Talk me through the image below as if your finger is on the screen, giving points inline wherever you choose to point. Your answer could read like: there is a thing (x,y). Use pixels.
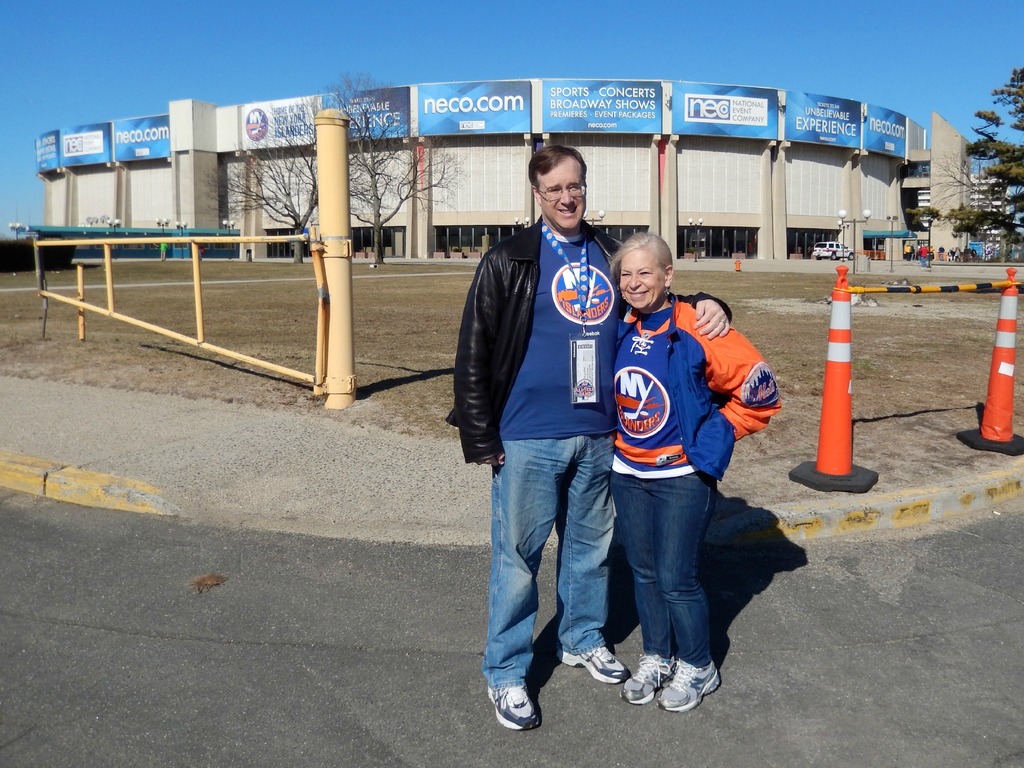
There is a man (593,514) and a woman (681,633) standing on the road (815,730) and they are smiling. In the background (947,257) we can see poles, trees (1010,168), few persons (922,258), and a vehicle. In the background (385,122) we can see a building (819,227), boards (377,104), and sky (572,40).
